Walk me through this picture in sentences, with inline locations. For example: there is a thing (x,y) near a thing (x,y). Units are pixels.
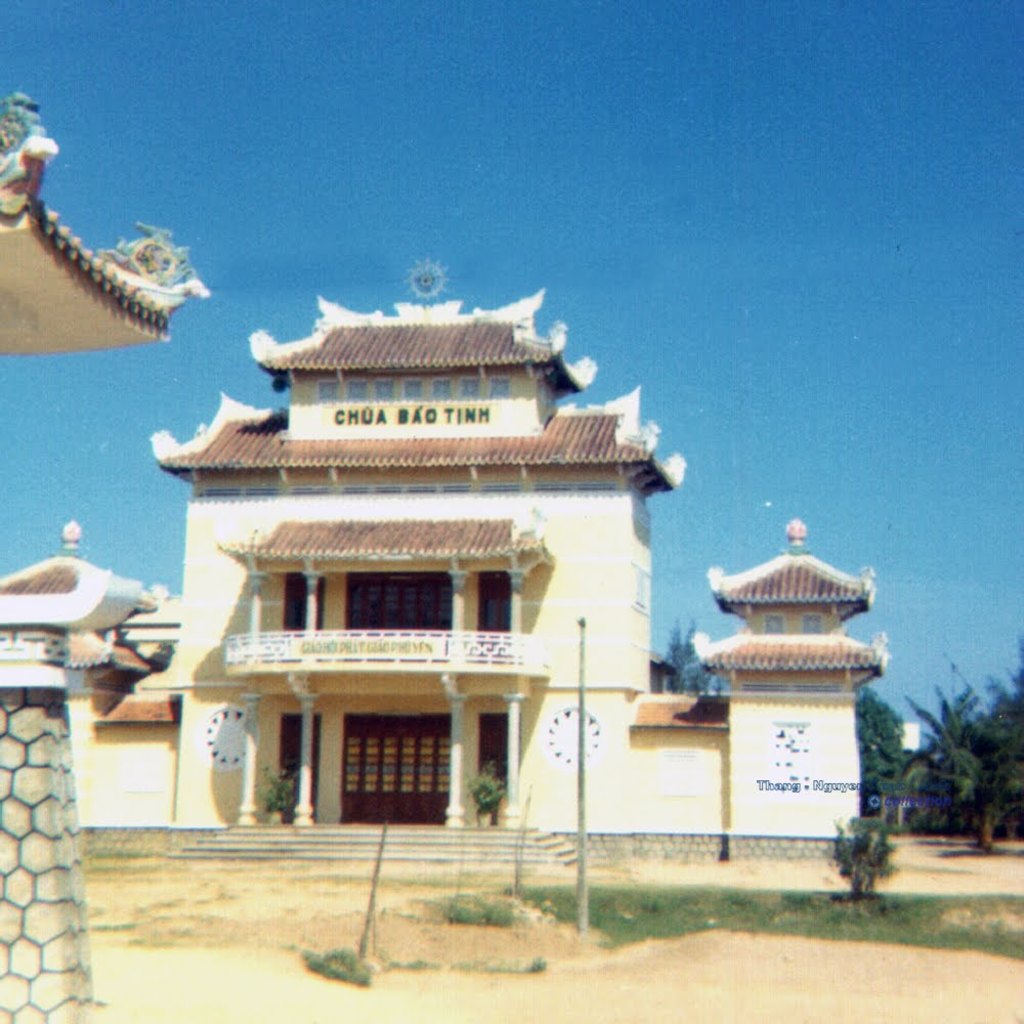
At the bottom of the image (673,892) on the ground (576,867) there is a plant (840,870) and also there are poles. On the left side of the image (23,992) there is a pillar (37,712). And there is a building (528,561) with walls (574,568), windows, doors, pillars (455,755), roofs (338,462) and there is a name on the wall (422,433). Behind the building (358,439) on the right side (967,744) there are trees (978,784). At the top of the image (621,235) there is sky (723,121).
